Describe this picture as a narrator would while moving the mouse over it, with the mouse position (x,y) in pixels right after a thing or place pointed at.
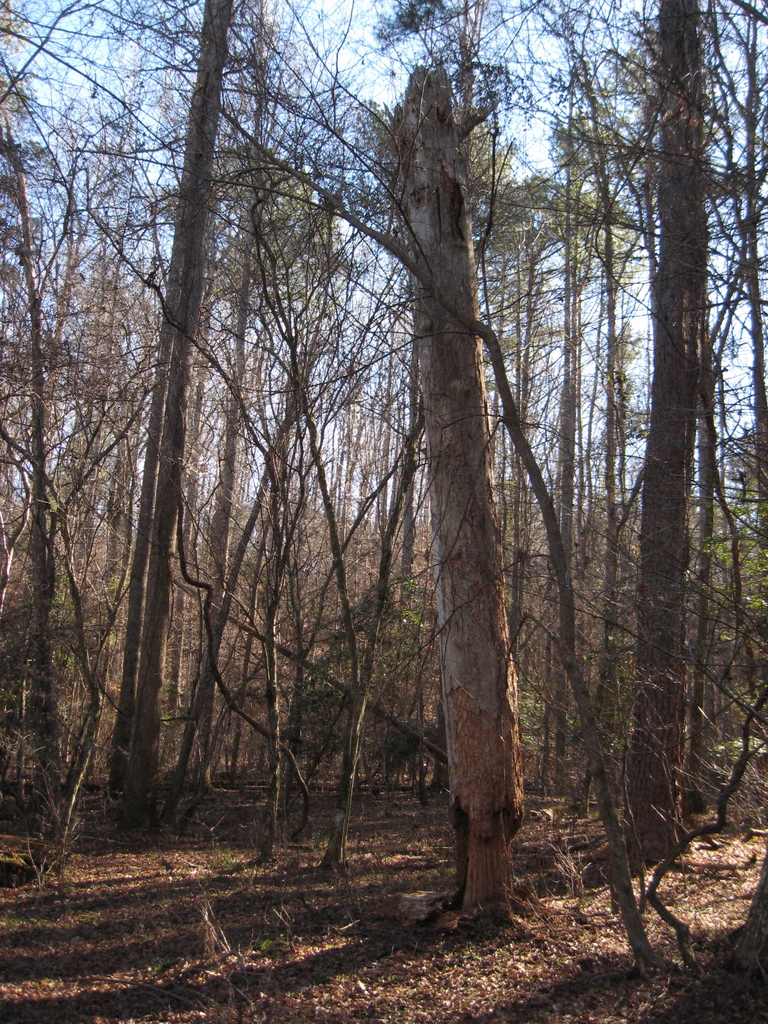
This is looking like a forest (413,427). In this image I can see many trees (289,729) on the ground (304,905). At the top (348,23) I can see the sky (342,37).
